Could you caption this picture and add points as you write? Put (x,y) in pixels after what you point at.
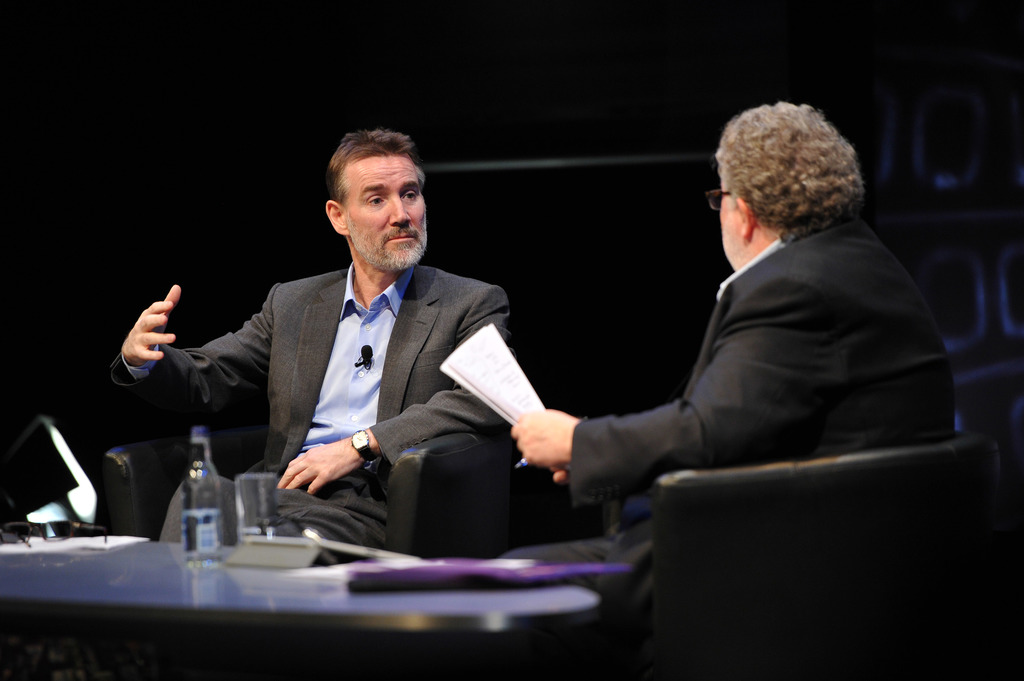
There are two men (383,242) sitting opposite each other are talking, one of them is holding papers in his hand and there is a table (195,633) in front of them with the water bottle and glass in it.
